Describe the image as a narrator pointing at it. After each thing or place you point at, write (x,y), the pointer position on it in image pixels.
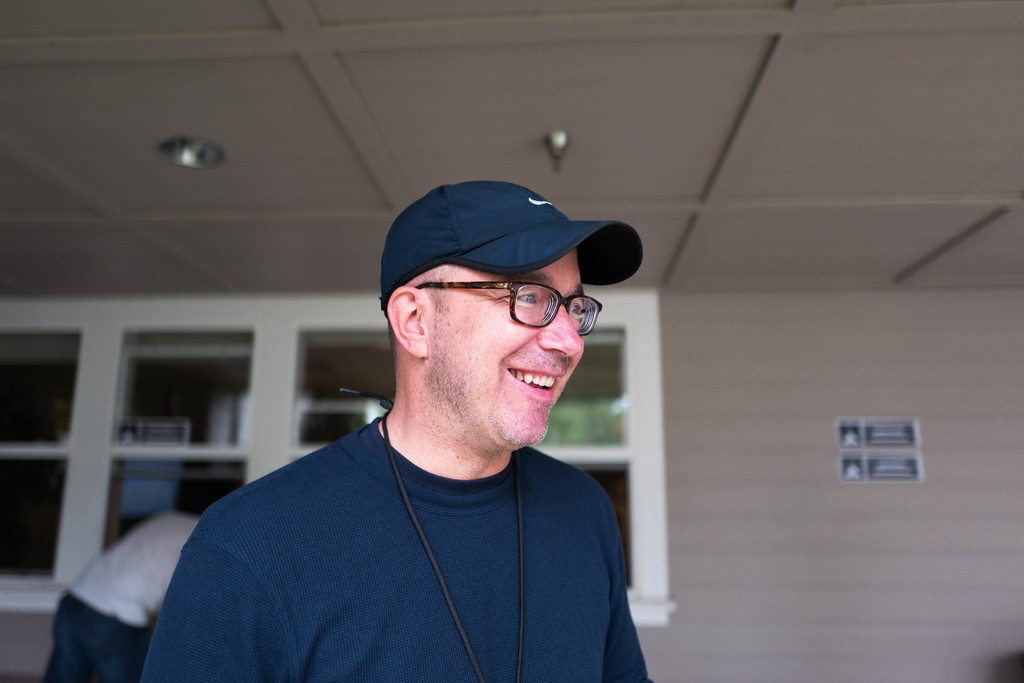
In this image I can see a person (419,297) standing and smiling and in the background (157,449) there is a wall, window (137,396) and a person (121,579). And at the top of the image (657,103) there is a ceiling (517,115).
